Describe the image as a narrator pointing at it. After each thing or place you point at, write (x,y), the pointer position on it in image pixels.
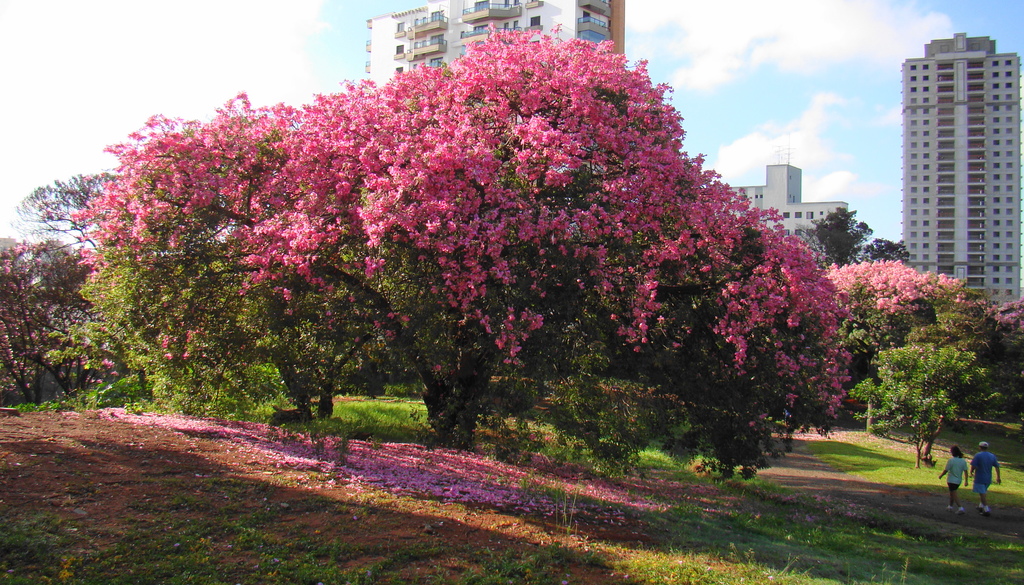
In the picture I can see pink color flowers (834,360) of trees (363,290), I can see two persons (981,460) walking on ground (940,536) and they are on the right side of the image (988,446). In the background (799,120), I can see tower buildings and the blue color sky (117,24) with clouds (177,1).
